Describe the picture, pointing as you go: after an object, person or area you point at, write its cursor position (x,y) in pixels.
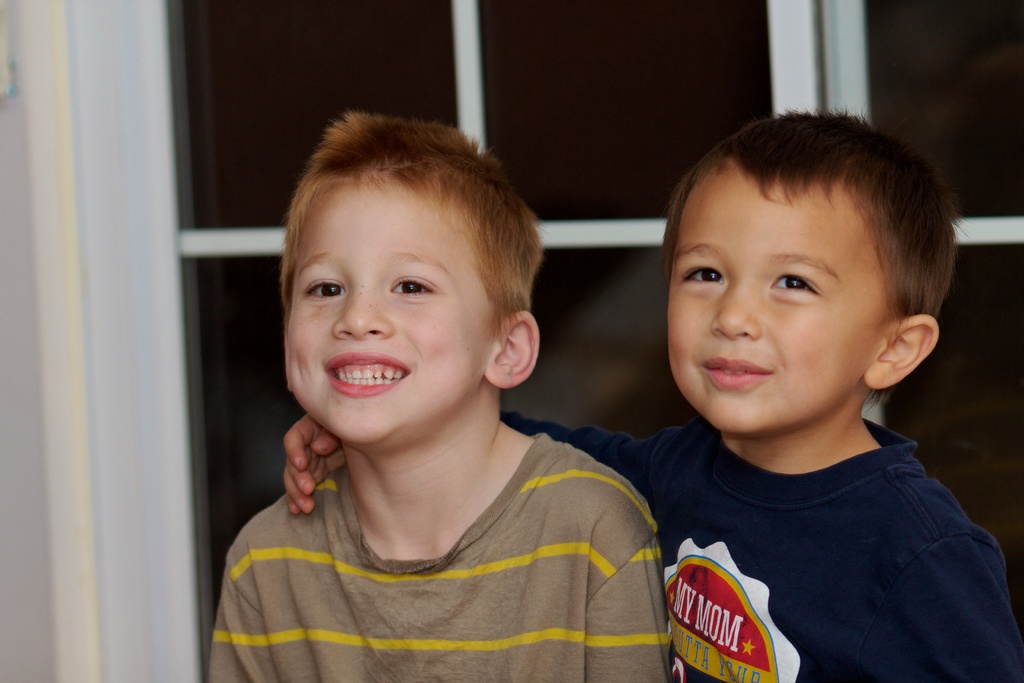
This is the picture of two boys (583,515) who are in front of the door (262,333).
